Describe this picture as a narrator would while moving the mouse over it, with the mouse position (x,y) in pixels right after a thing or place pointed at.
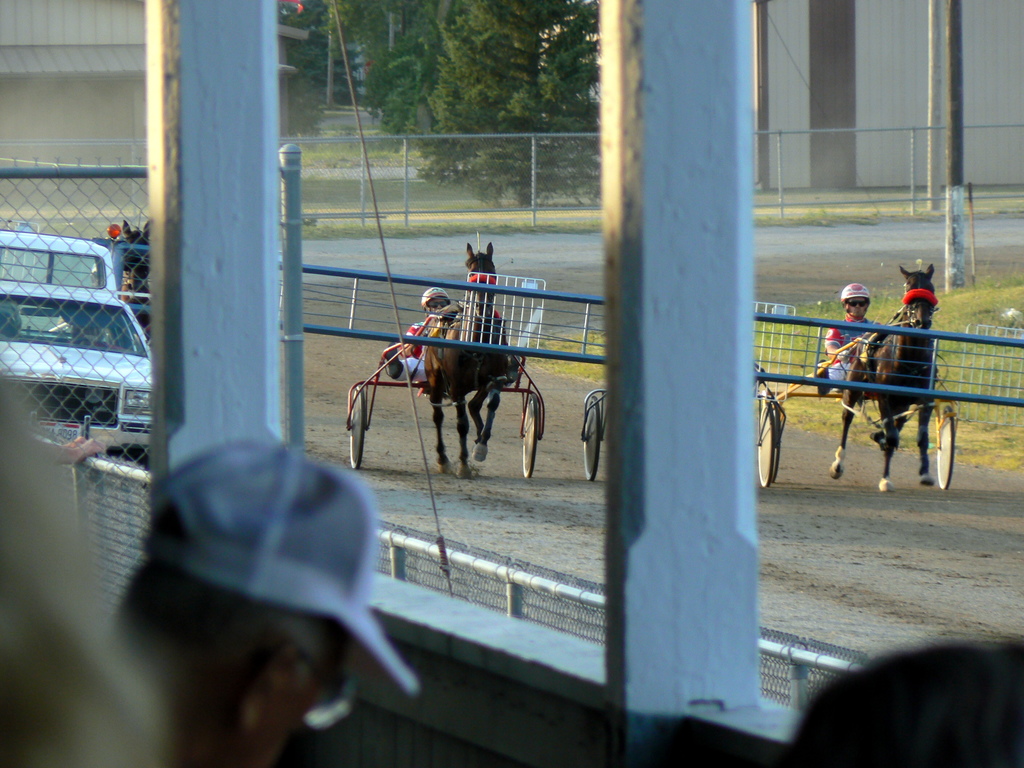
In this image there are vehicles (25,378) and we can see horse carts (474,456) on the road (845,526). There are people (370,606) and we can see pillars (734,163). In the background (301,61) there are buildings (803,21) and trees (452,70) there is a fence (522,168).
